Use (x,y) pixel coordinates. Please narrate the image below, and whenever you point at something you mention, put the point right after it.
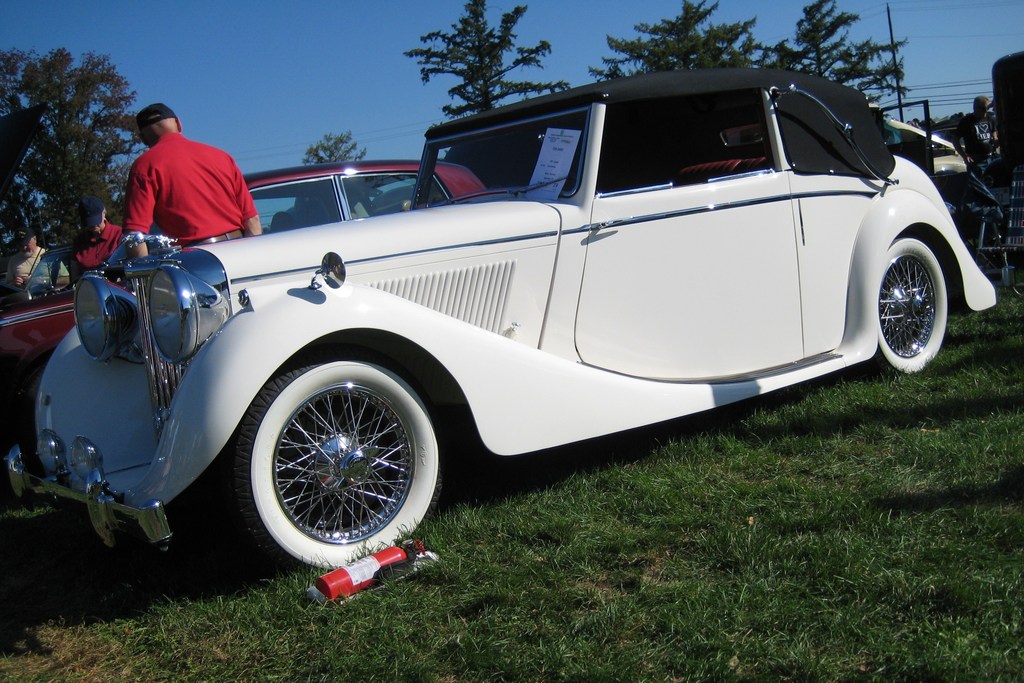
In this picture, we can see a few vehicles (790,218), people (211,210), and we can see the ground (399,601), and we can see red color object (370,560) on the ground (386,599), and we can see the ground (728,480) covered with grass (703,464), trees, poles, wires (945,103) and the sky (956,90).
